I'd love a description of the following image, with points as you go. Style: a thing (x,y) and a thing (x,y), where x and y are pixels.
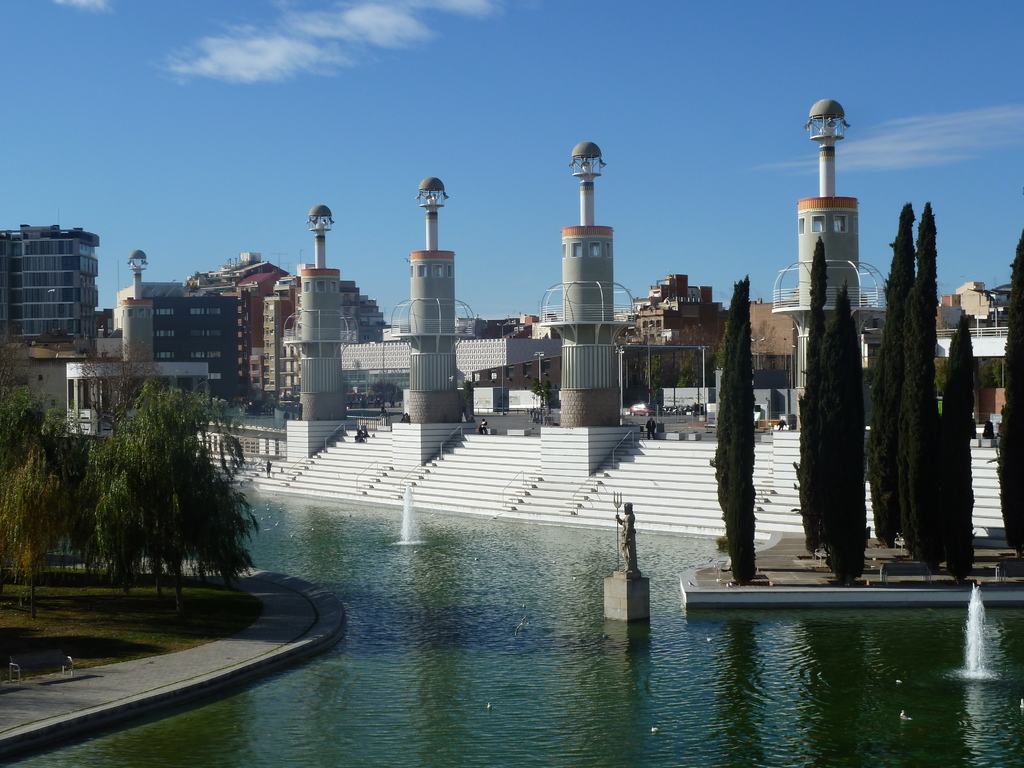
At the bottom of the image (500,679) there is water (630,643). There are fountains (408,523) in the water (592,574). And also there is a statue (627,538) on the pedestal (632,581). And in the image there are trees (45,476). Behind the trees (13,500) there are steps (634,490). On the steps (613,467) there are pillars (607,290). Behind them there are poles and also there are buildings (259,318). At the top of the image (618,113) there is sky (370,171).
